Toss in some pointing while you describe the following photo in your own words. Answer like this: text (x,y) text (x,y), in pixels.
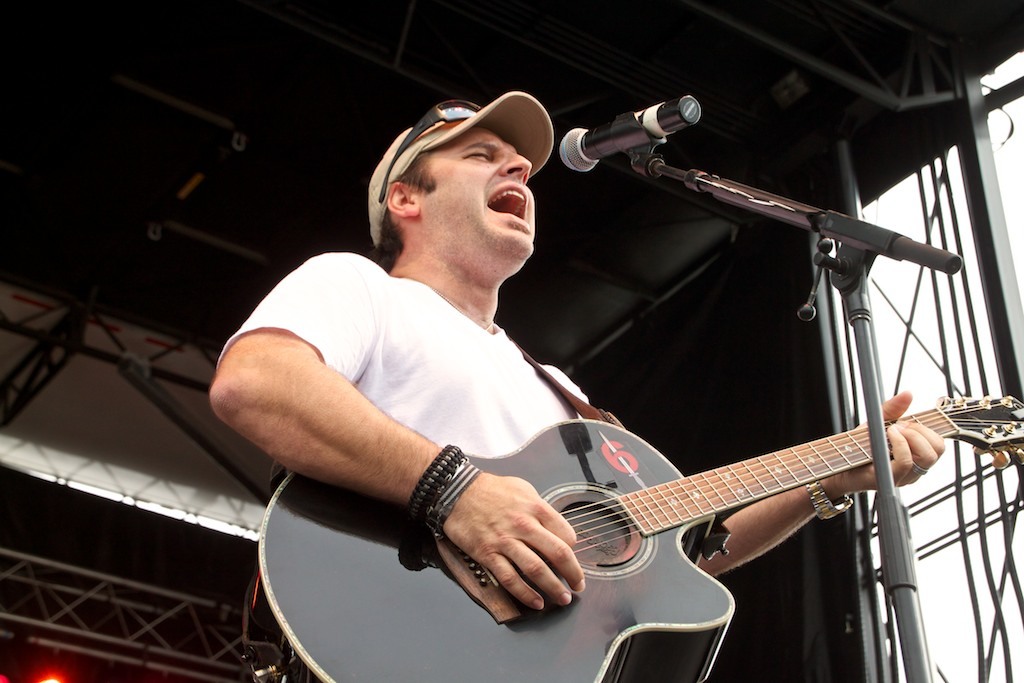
In the middle (421,324) there is a man (484,543), he wear white t shirt (421,366) and cap (397,174). he hold a guitar (672,495). I think this is a stage performance.
